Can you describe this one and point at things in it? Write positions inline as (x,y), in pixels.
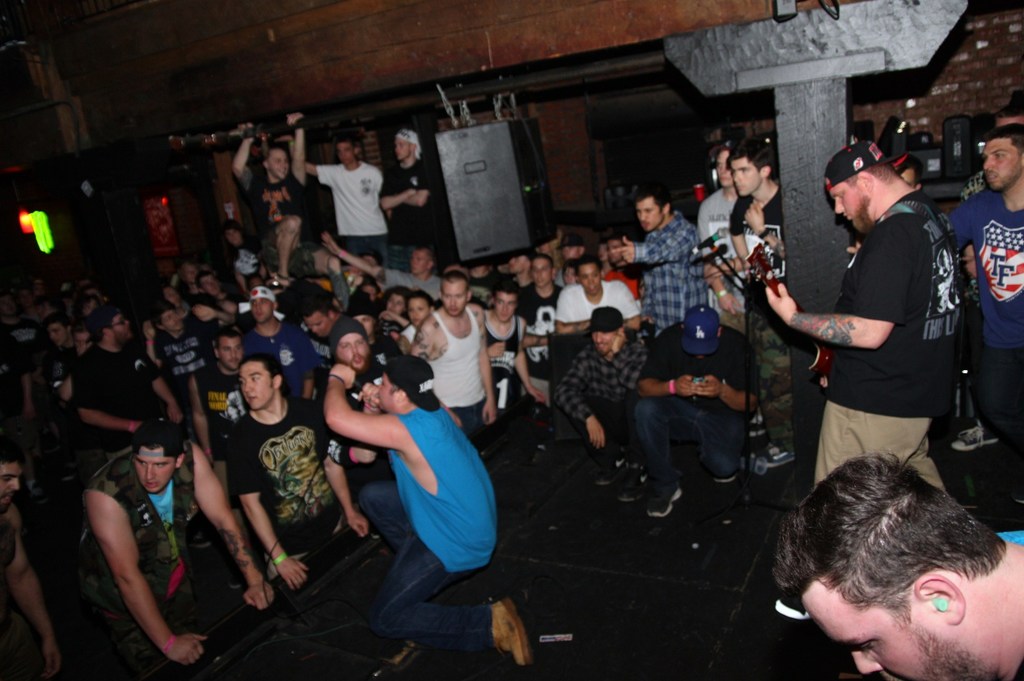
In this image we can see a few people (322,417), among them some people (444,470) are holding the objects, also we can see a pole (459,102), pillar (806,136), wall (688,102) and some other objects (615,90), there is an object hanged to the pole (532,80).
